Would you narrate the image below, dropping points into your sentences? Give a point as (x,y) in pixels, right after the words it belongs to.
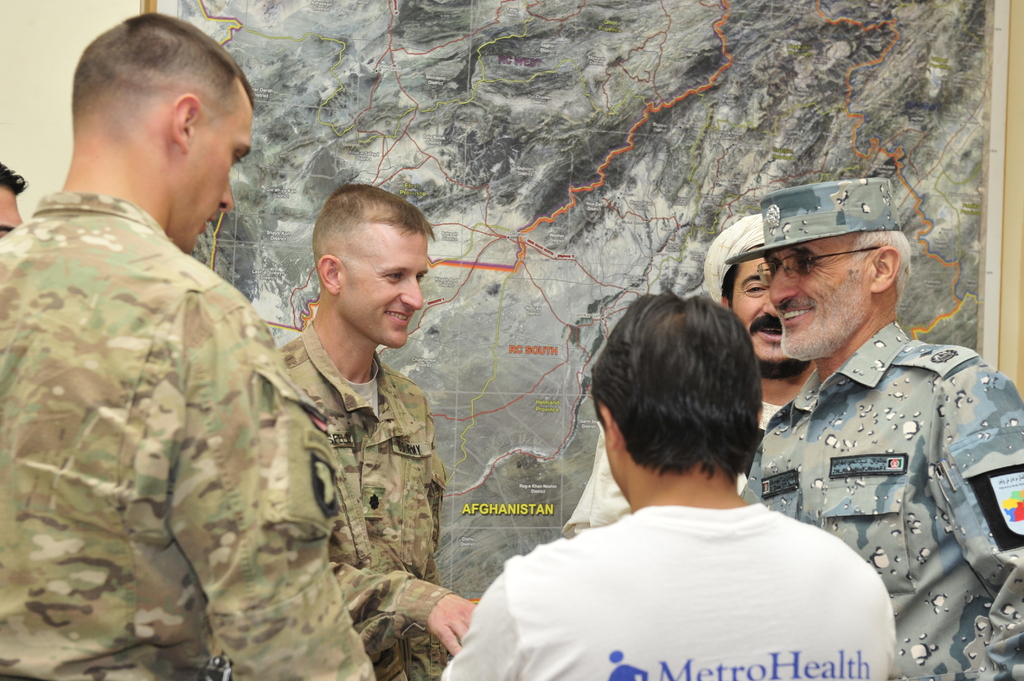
There are some people (124,266) standing. Person (848,337) on the right (865,326) is wearing specs (788,266) and cap (772,210). In the background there is a wall (67,44). On the wall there is a map (846,117).
